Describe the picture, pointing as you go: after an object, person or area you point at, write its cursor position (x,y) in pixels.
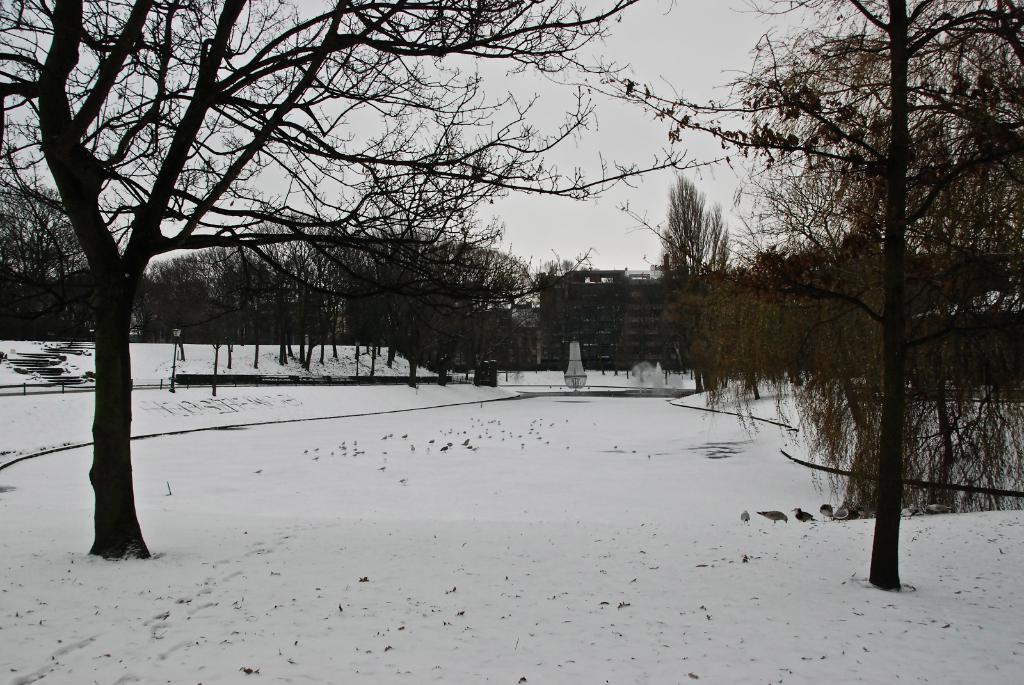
In this picture we can see birds (775,519) on snow (444,527), trees (97,219), building (581,346) and in the background (562,59) we can see the sky (635,140).
